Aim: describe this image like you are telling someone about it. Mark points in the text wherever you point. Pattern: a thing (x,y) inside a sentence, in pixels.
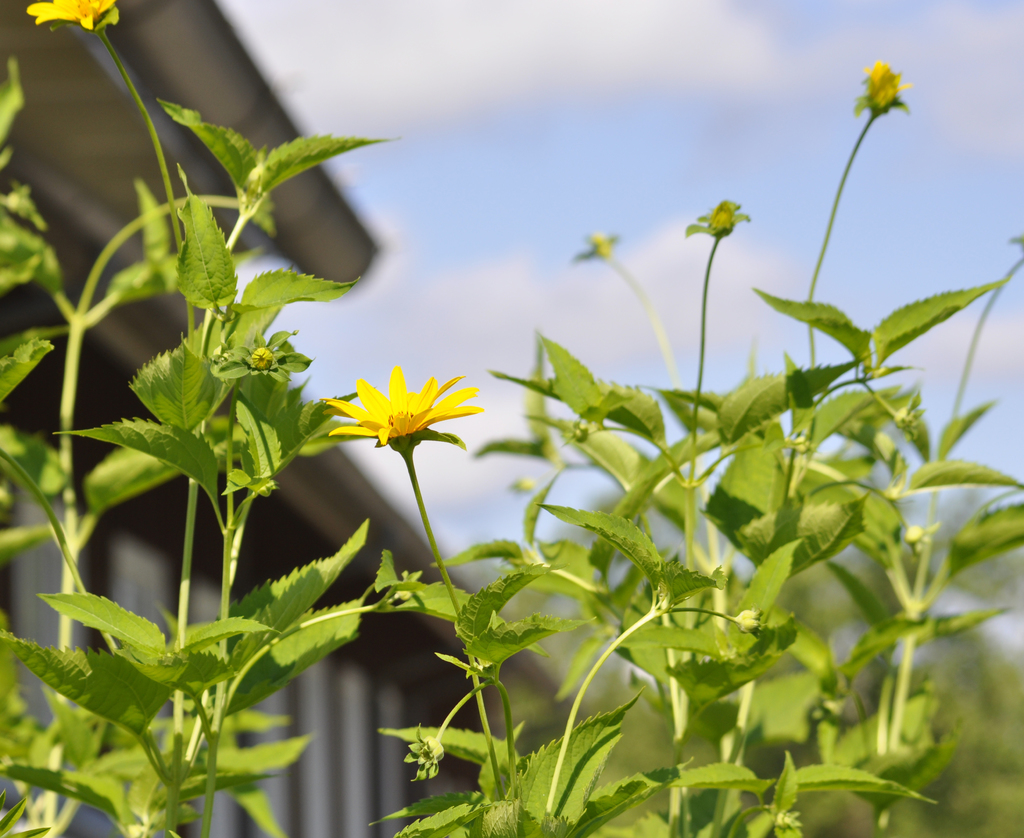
In this image, we can see some plants (138,739) and there are some flowers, at the top (615,104) we can see the sky (531,150).
